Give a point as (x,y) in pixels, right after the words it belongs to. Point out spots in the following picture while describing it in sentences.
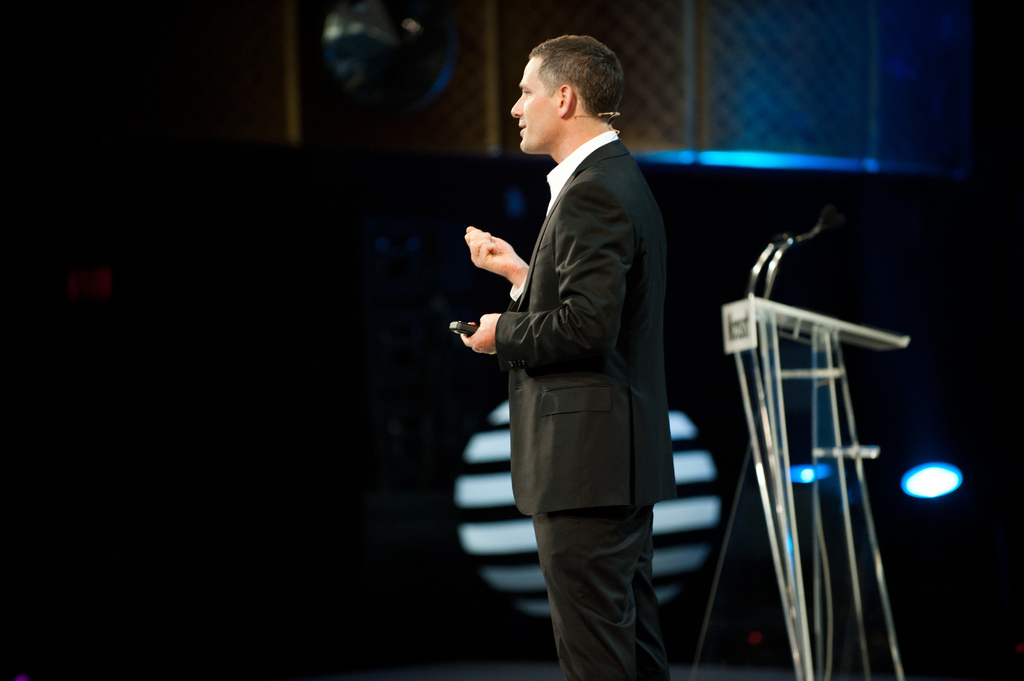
In the picture we can see a man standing and giving a speech and he is wearing a black color blazer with white shirt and behind him we can see a microphone stand (831,351) and in the background (971,131) we can see a wall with a blue color light focus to it.
